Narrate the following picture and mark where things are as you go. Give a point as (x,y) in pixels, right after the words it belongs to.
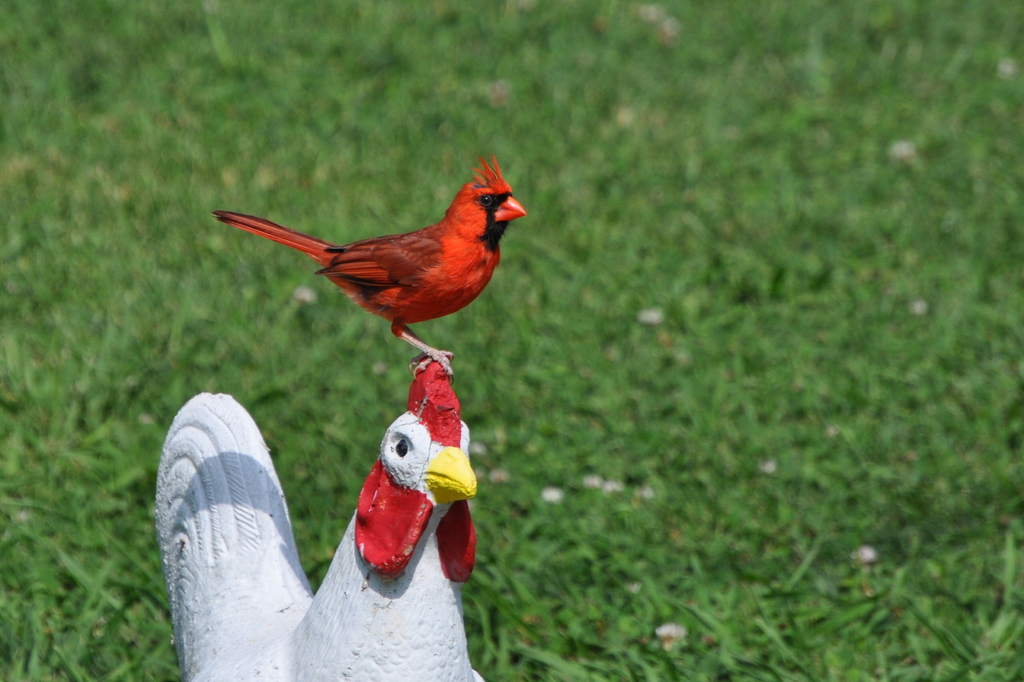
In this image I can see a bird (399,303) is standing on a statue (188,681) of a hen (389,466). I can see the background (717,338) is blurred. I can see the grass (705,446) in the background (619,435).
